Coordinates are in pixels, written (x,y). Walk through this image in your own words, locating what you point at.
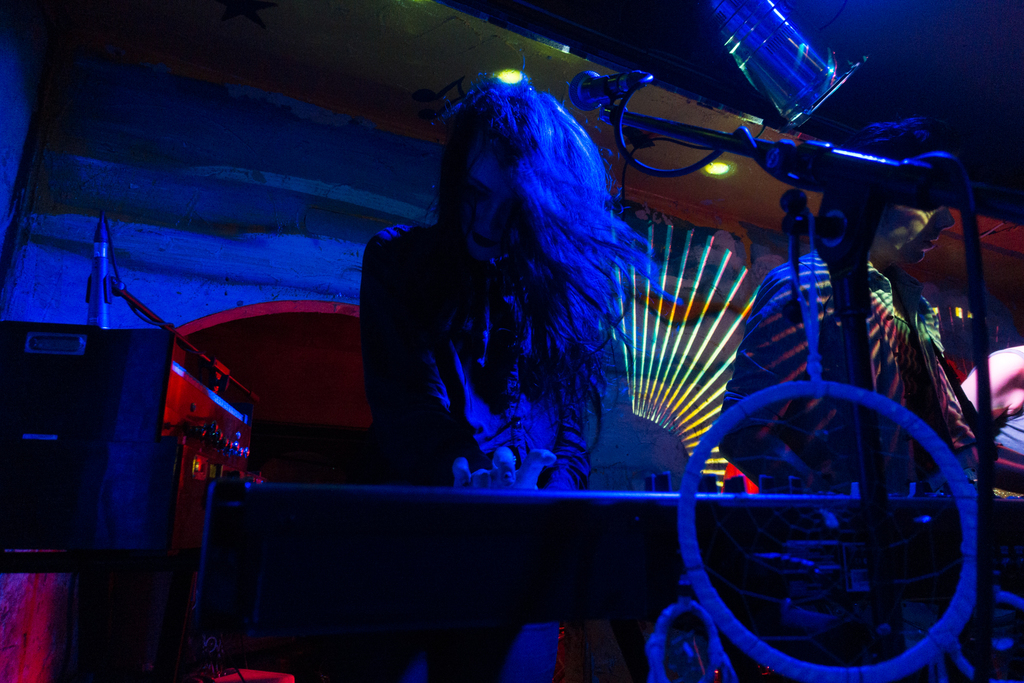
This image consists of a woman (523,395) playing music. To the left (96,294), there is a mic (106,255). The image consists of a blue color light (196,259). To the right (931,373), there is a man (905,326).
